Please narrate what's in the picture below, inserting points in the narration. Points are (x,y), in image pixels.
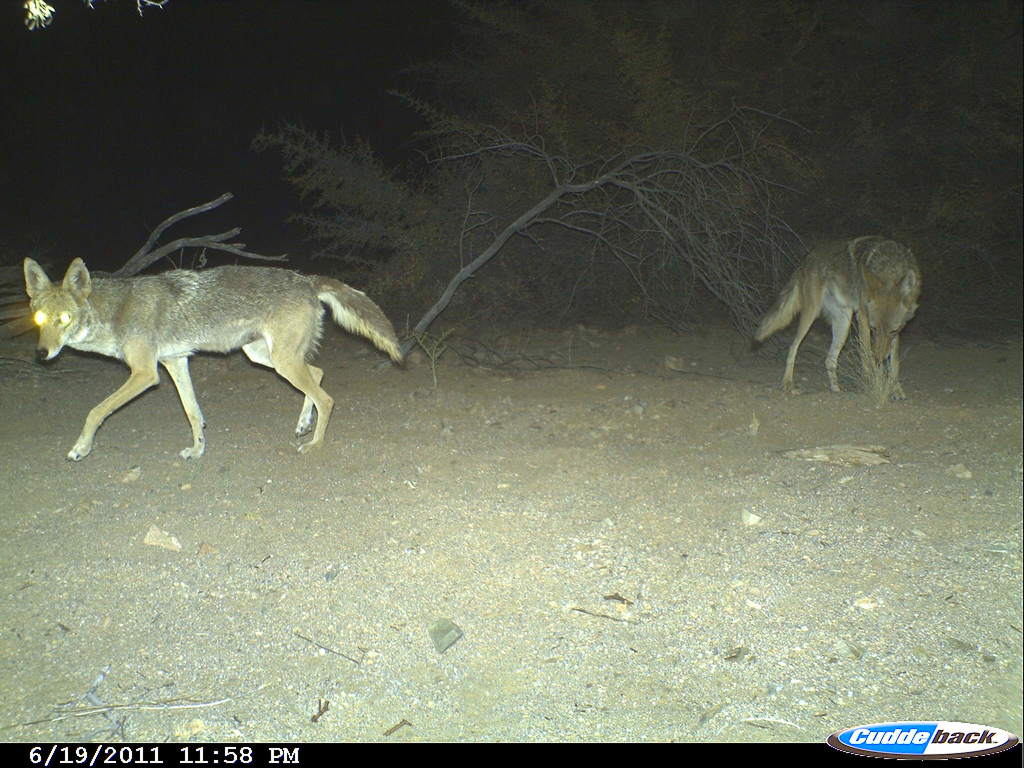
In this image we can see wolves (129,352) on the ground (546,581). In the background (491,77) there are trees (469,171).
